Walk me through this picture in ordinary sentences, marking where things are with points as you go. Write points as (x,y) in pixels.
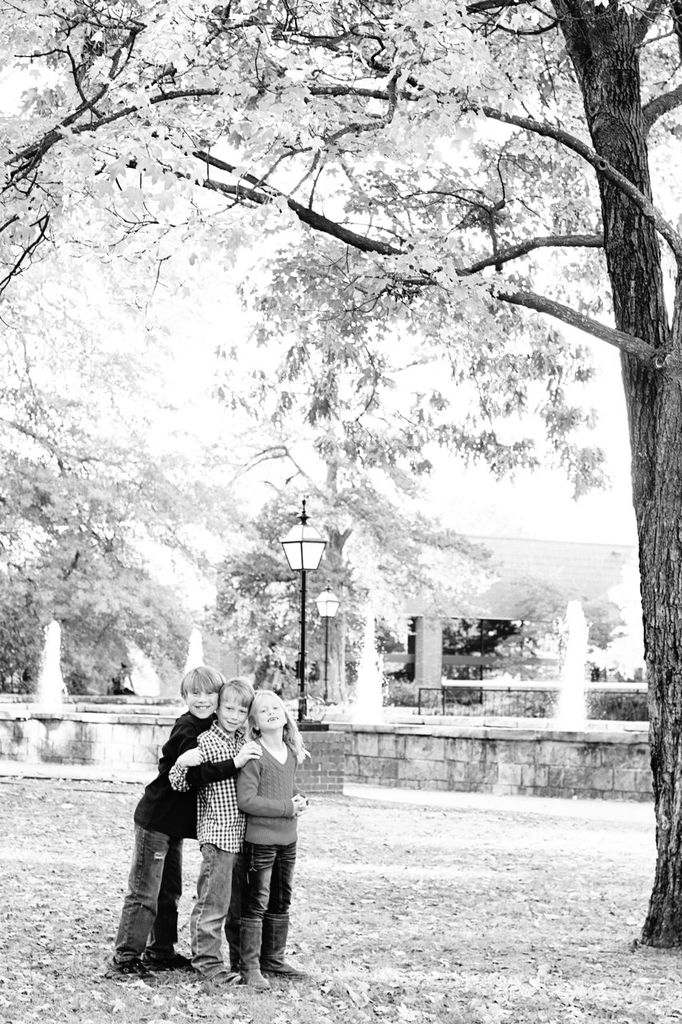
In this picture we can see three kids (292,825) are standing in the front (265,793), at the bottom (356,914) there are some leaves (501,956), we can see poles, lights (285,547) and trees (333,579) in the background (90,539), there is a water fountain (456,734) in the middle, on the right side (651,717) there is another tree (656,428), it is a black and white image.
